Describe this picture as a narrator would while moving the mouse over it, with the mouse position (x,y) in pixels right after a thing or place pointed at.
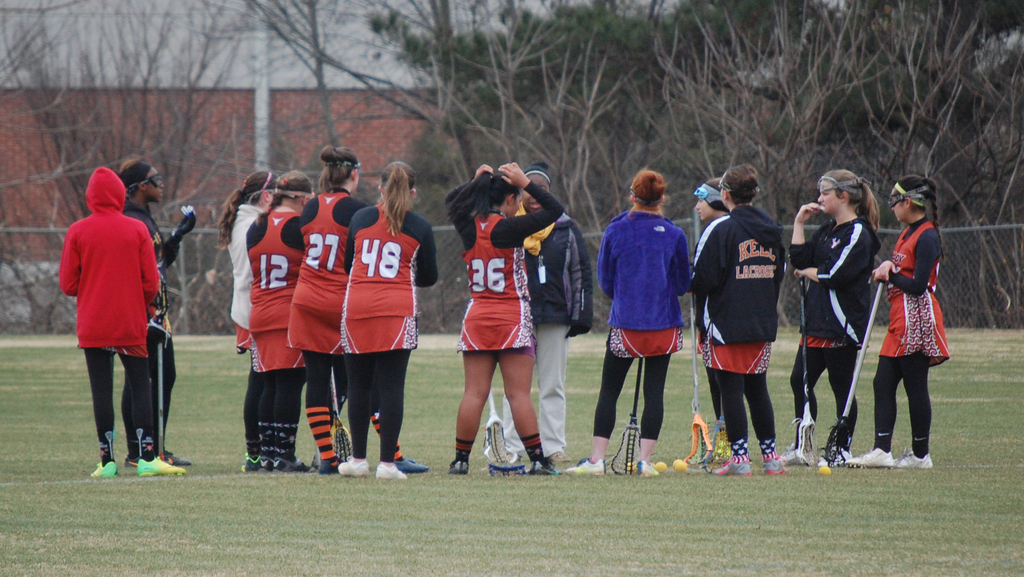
In this image in the center (396,326) there are a group of people (163,362) who are standing, at the bottom (855,493) there is grass (171,495) and in the background (96,159) there is a wall (283,76) trees (741,146) fence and pole (260,87).
